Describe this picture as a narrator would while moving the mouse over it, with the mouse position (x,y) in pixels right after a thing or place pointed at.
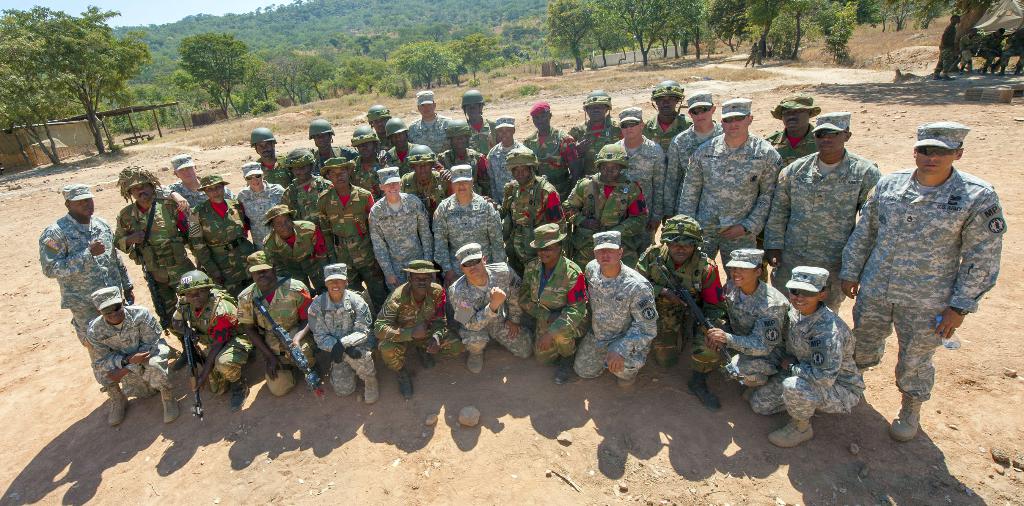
In this picture we can see some people (577,210) standing and some people (815,281) sitting in the front (815,281), some of these people (161,228) wore helmets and some people (372,247) wore caps (261,254), in the background (500,31) there are trees (425,62), we can see the sky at the left top of the picture (151,24), at the bottom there are some stones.
